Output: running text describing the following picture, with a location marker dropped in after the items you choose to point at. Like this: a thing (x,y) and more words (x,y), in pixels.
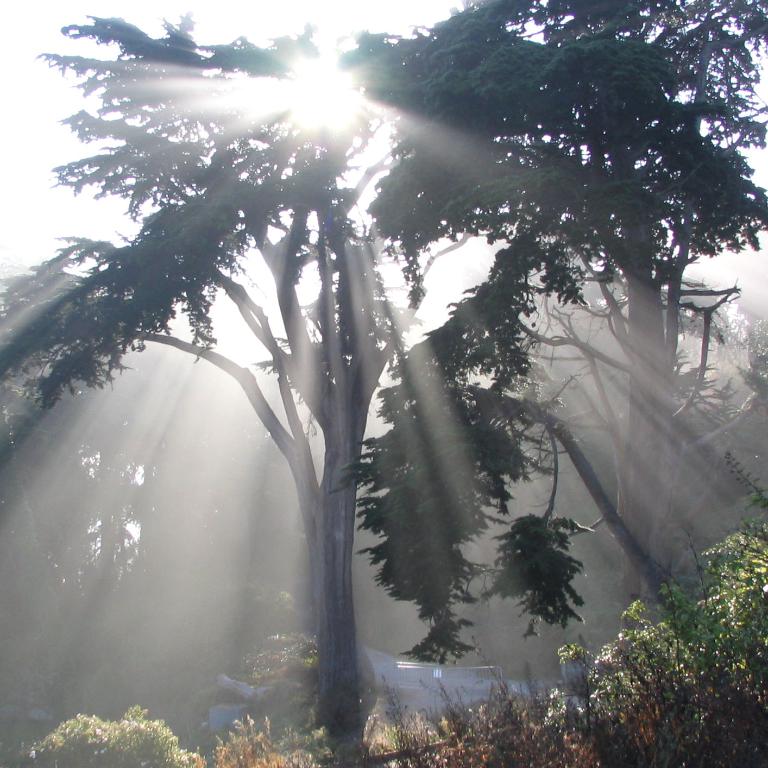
In the center of the image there is a tree (23,370). At the bottom of the image (692,659) there are plants (629,747). There is sun (309,82).
